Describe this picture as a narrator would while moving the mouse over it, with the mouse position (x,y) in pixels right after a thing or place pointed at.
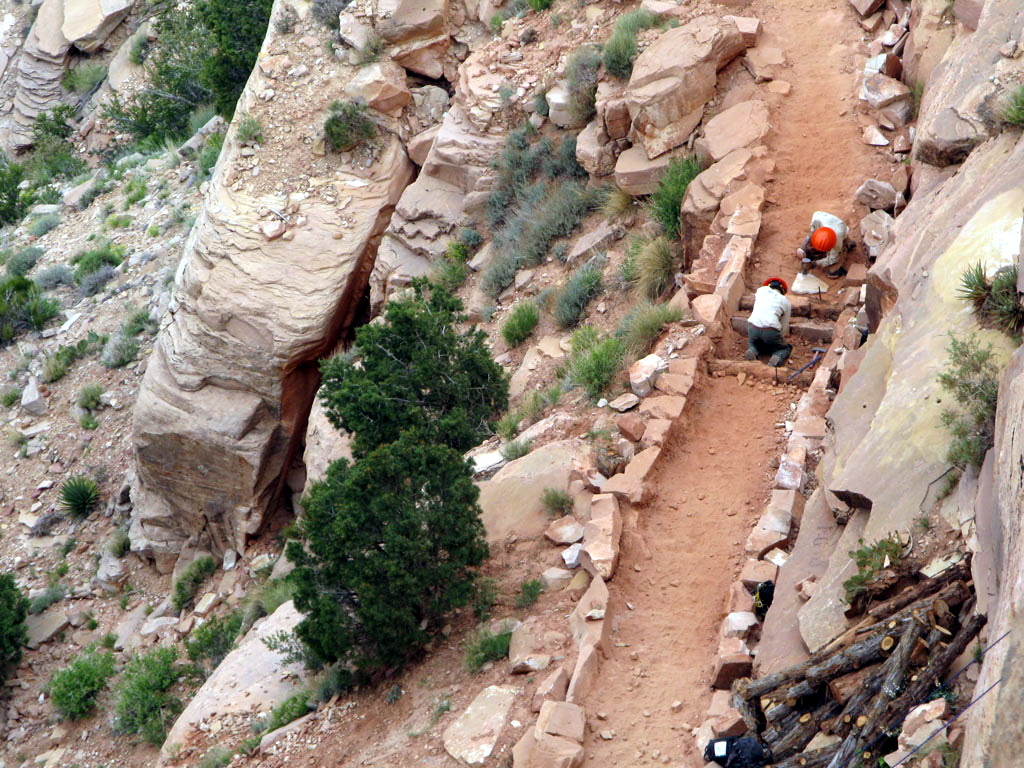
In this picture we can see a few people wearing a helmet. We can see some grass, plants (427,578), a few wooden objects (787,752), stones (1011,46) and other objects (726,754) on the ground (148,586).
